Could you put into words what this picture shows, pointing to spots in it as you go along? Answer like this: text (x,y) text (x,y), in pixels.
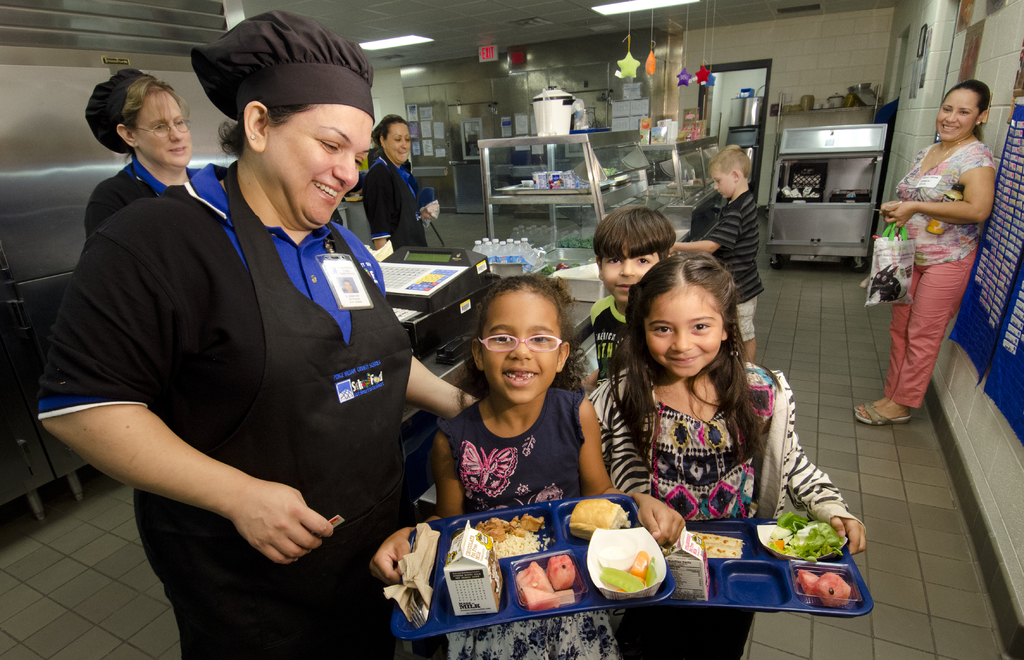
There are people (184,451) standing and these two girls (592,452) are smiling and holding trays (511,577) with food (553,570). Right side of the image (917,234) this woman (926,245) holding covers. Background (847,237) we can see objects (587,253) in racks (579,221), decorative items (704,66) and wall (716,59).
